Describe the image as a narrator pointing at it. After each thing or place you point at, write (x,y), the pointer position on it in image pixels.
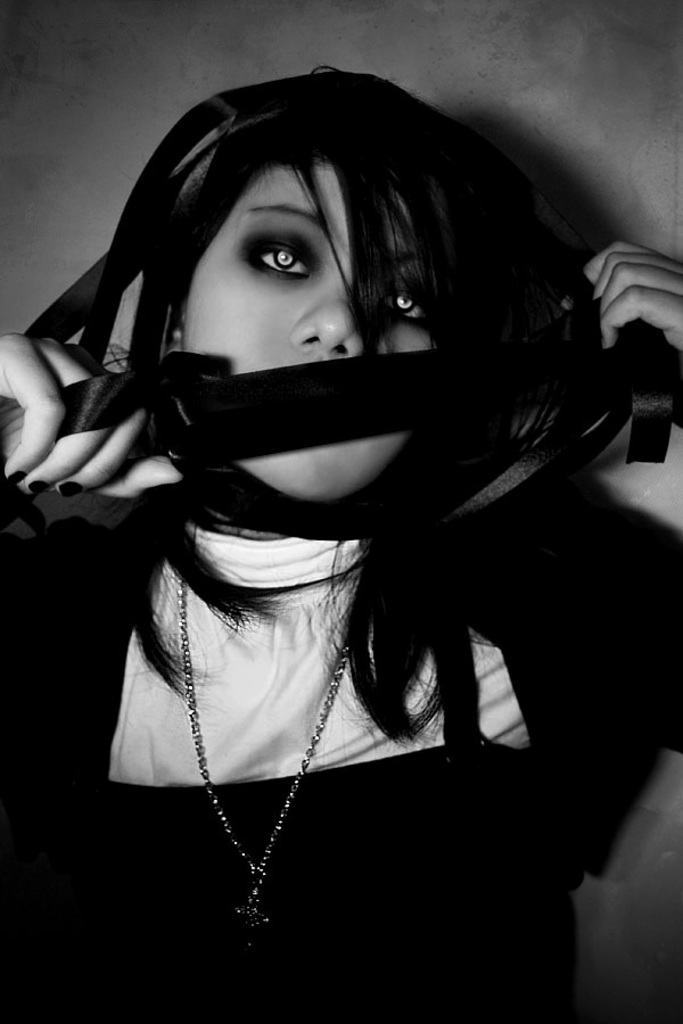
In this picture there is a woman (98,695) holding a cloth (660,404), behind her we can see wall (396,19).
